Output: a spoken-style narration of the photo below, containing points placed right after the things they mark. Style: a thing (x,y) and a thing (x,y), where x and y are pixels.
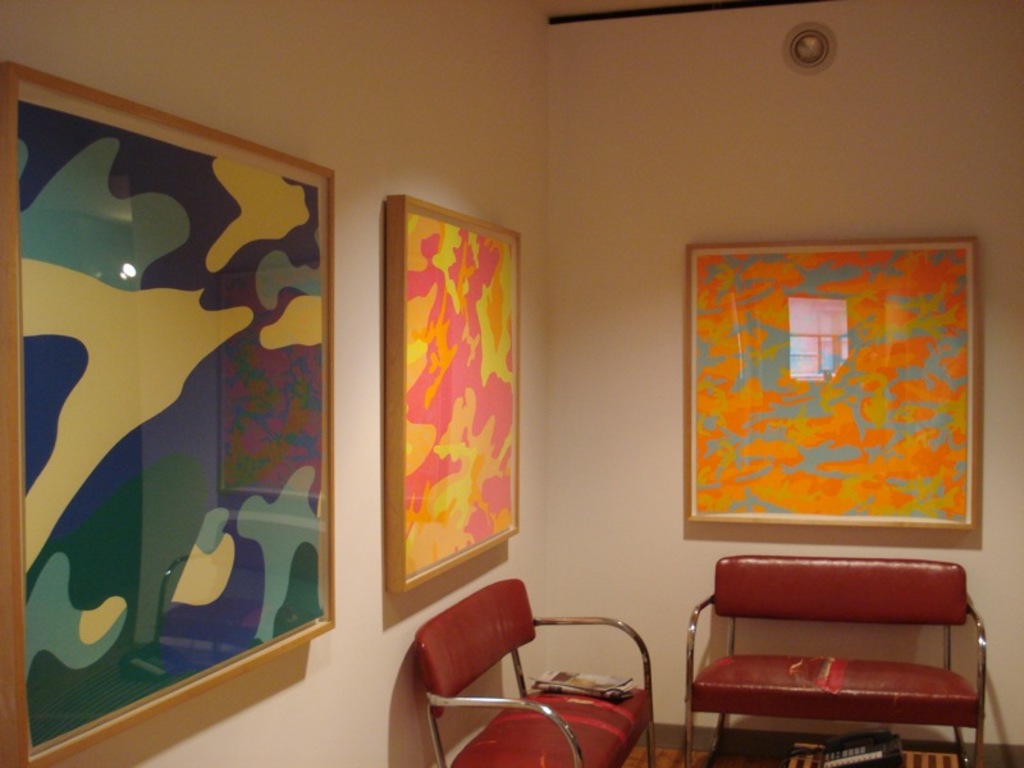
There are two sofas (804,664) in this room (736,666) and some photo frames (499,444) attached to the wall (428,104) here.
